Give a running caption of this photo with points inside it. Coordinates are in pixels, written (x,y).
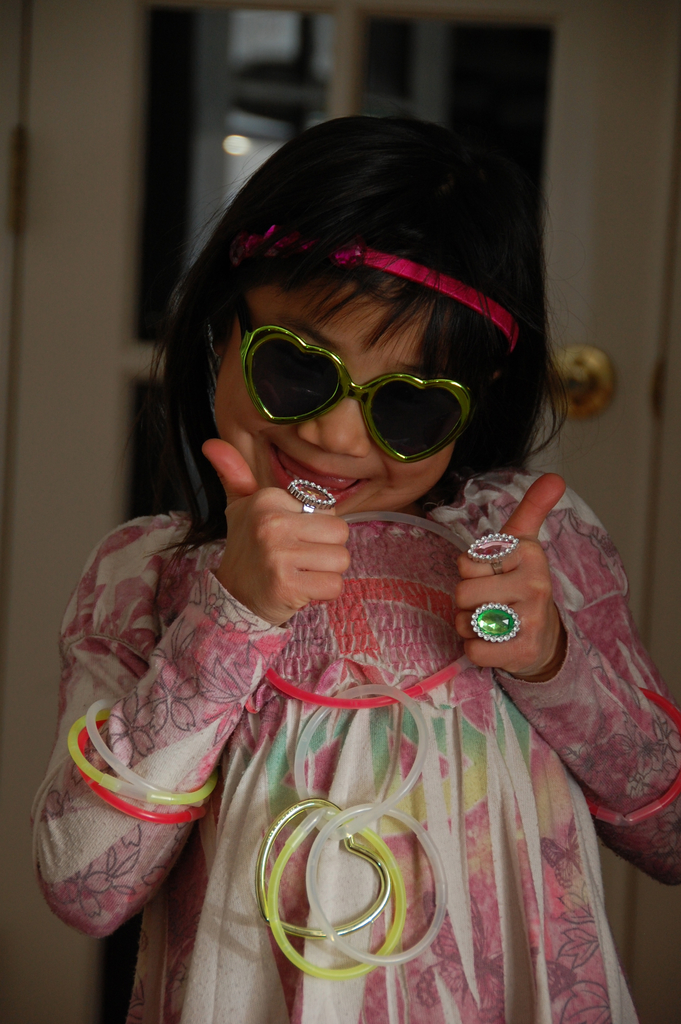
In this image, I can see a girl (336,934) standing with goggles (364,413), hair band (409,274), finger rings (488,636) and dress (471,819). Behind the girl (426,805), there is a blurred background (76,462).
